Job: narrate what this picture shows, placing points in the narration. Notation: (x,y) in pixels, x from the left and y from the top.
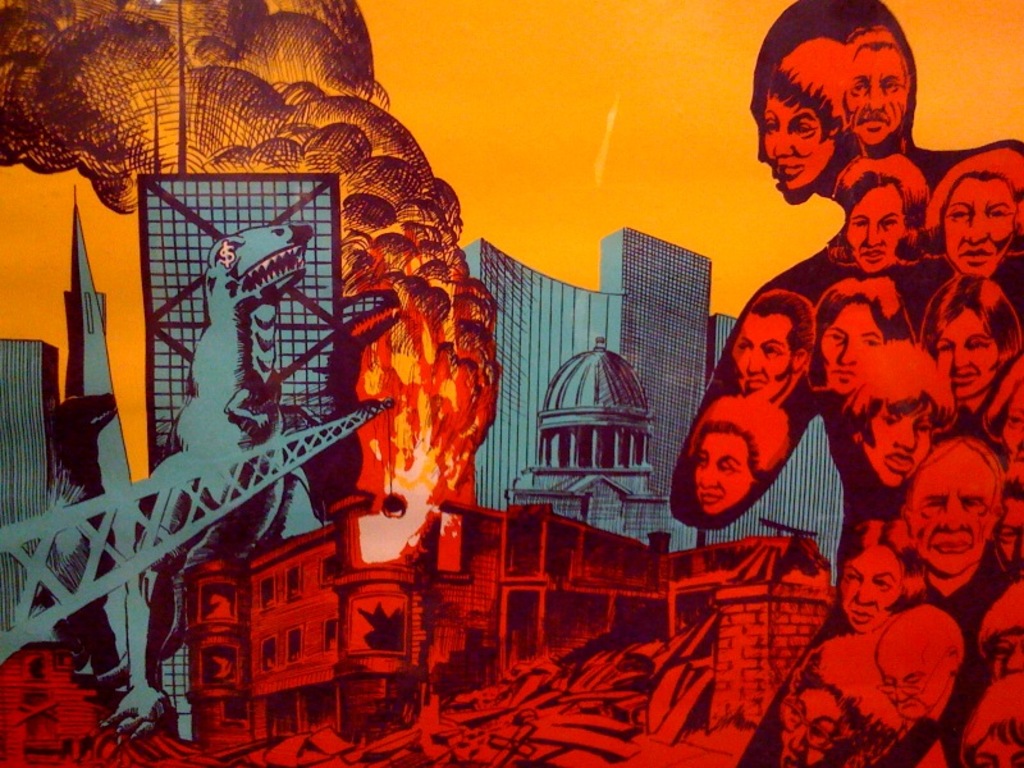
In this picture we can see a poster (970,164), on this poster (941,133) we can see heads (889,119) of people (889,119), animals (257,230), fire (427,262), buildings (264,637) and sky (592,288).
